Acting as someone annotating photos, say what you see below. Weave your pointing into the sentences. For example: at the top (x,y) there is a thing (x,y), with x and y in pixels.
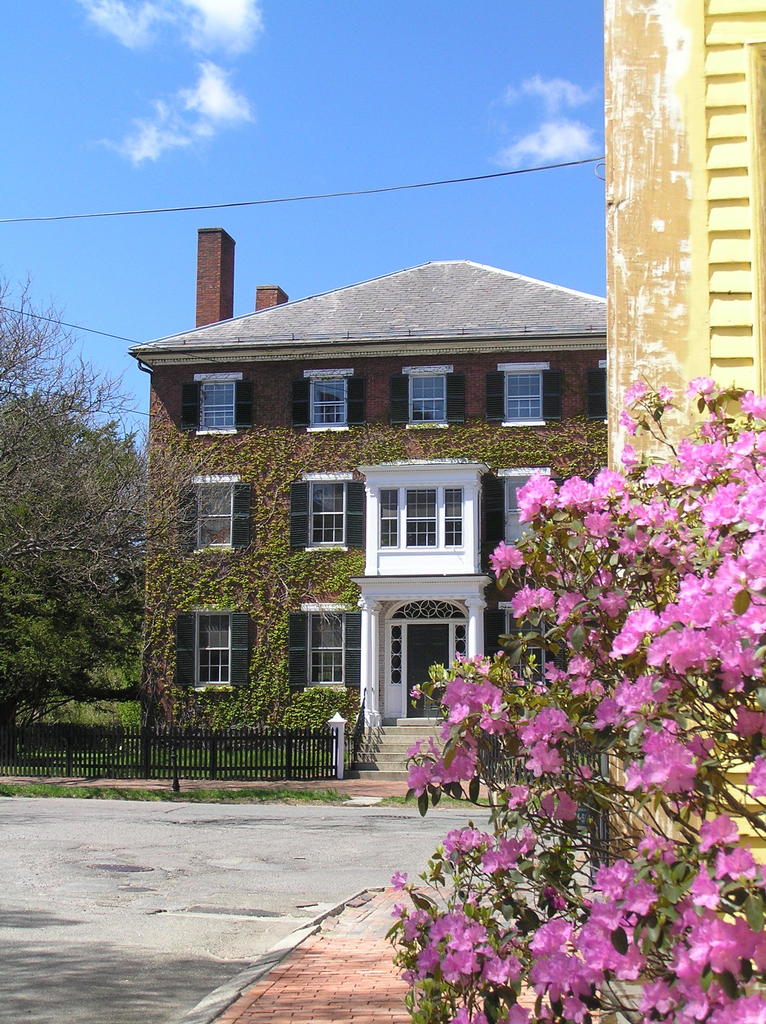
In the center of the image (344,438) we can see plants (257,427) and building (429,369). On the right side of the image (612,230) we can see flower plant (588,558) and building (679,115). On the left side of the image (98,624) there are trees (101,638) and road (179,899). In the background (76,184) there is sky (309,143) and clouds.
